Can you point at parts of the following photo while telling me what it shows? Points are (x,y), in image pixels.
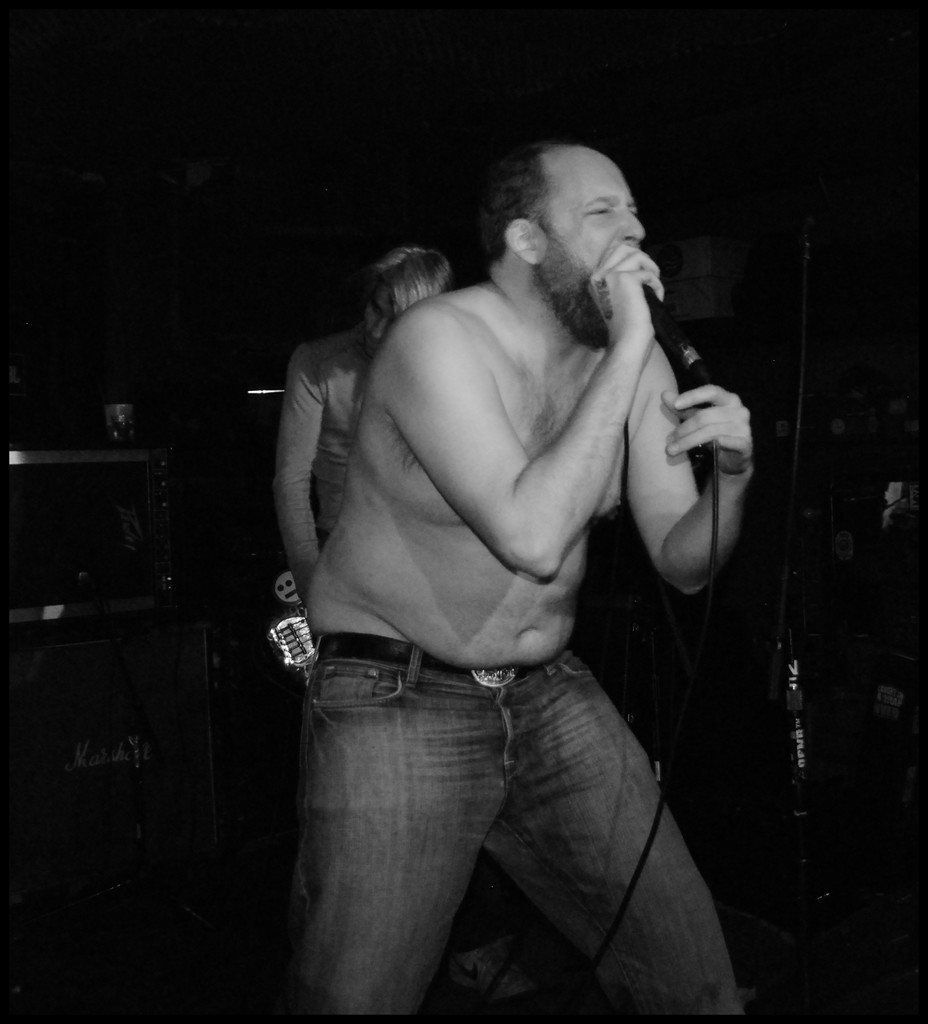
In this image i can see a man (545,452) wearing a blue jeans (478,799) and holding a microphone (692,373) in his hand (660,295) and in the background (294,417) i can see another person (319,395) standing.
